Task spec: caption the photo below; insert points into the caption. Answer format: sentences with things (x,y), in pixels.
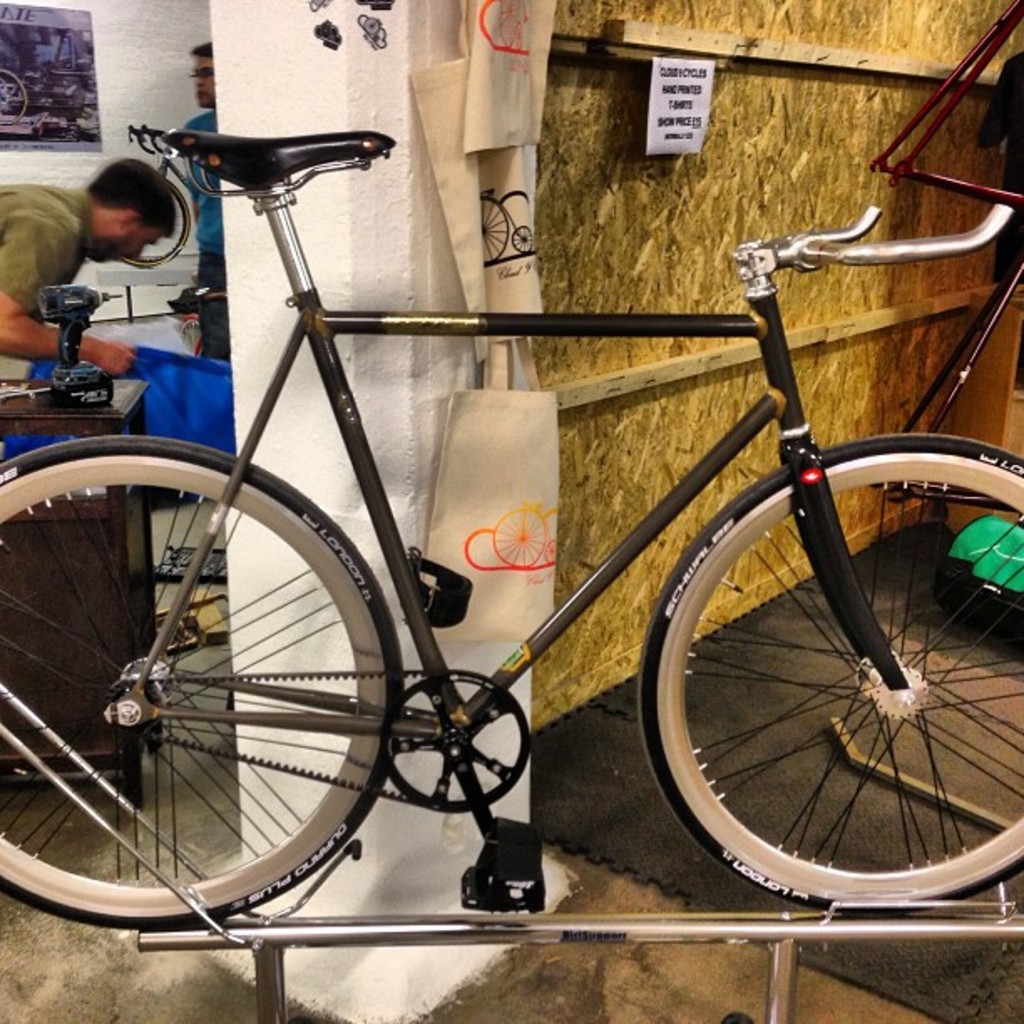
In this picture I can see a bicycle (329,671) placed on a stand (790,932), behind there are few people (42,349) and some objects (73,368) and also I can see some bags (492,344), posters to the wall (569,270).
